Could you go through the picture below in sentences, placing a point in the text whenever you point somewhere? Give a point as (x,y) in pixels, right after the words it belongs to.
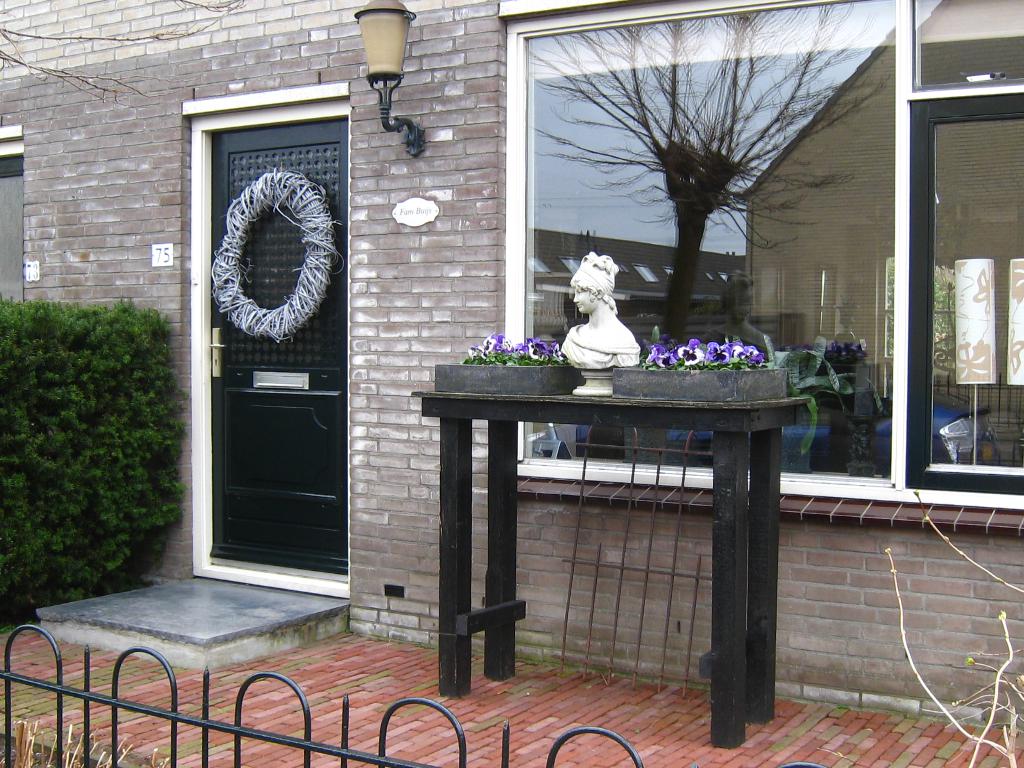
In this image I can see the wall (149,169) and there is a window (847,161), door (198,161), lamp (422,134) and bushes (45,357) visible in front of wall (416,325), table (645,422) visible in front of window (785,226), on table (634,414) flowers (751,346) and sculptures (623,346) visible, at the bottom (66,703) there is a fence (89,709).
